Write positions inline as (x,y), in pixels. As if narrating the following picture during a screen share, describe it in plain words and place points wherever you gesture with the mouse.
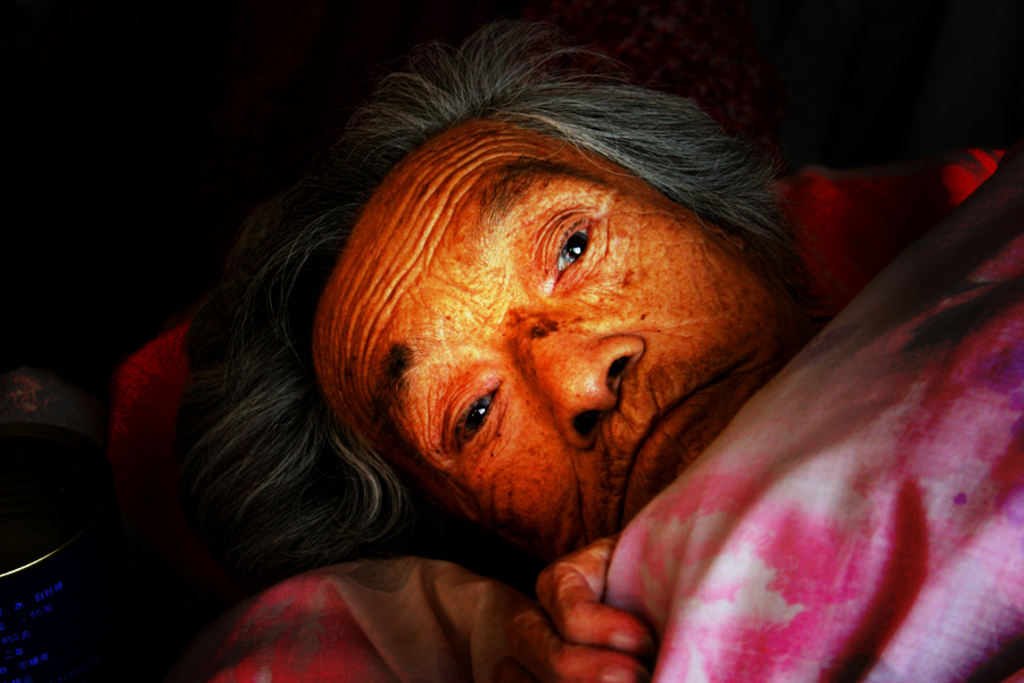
In the center of the image (457,254) we can see a person (560,357) is lying on a bed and also we can see pillow (155,367), blanket (348,582). On the left side of the image (106,543) an object (54,567) is there. In the background (165,174) the image is dark.
